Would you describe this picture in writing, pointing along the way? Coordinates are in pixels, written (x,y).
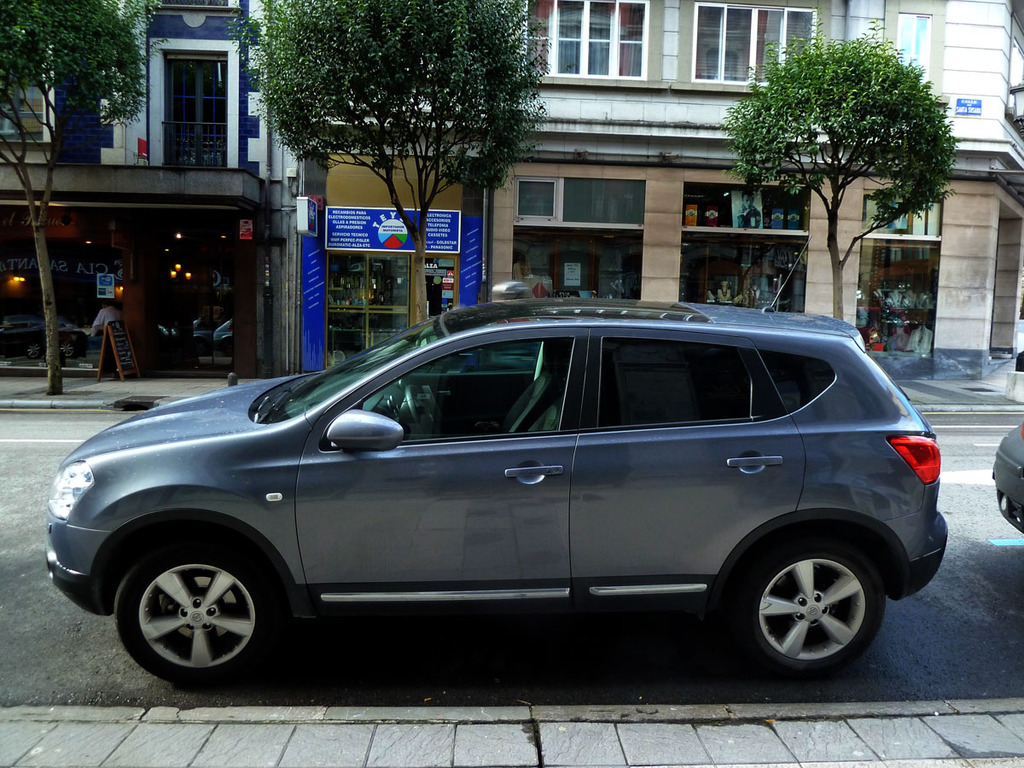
Here we can see a vehicle (382,587) on the road (442,634) and at the bottom (566,747) there is a footpath (474,755). In the background (439,219) there are buildings (282,288), trees (56,380), glass doors (84,298), hoardings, windows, a person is sitting on a chair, lights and through the glass doors (60,343) we can see objects (878,327) and on the right (1013,464) there is a truncated vehicle (1023,473) on the road (990,511).
